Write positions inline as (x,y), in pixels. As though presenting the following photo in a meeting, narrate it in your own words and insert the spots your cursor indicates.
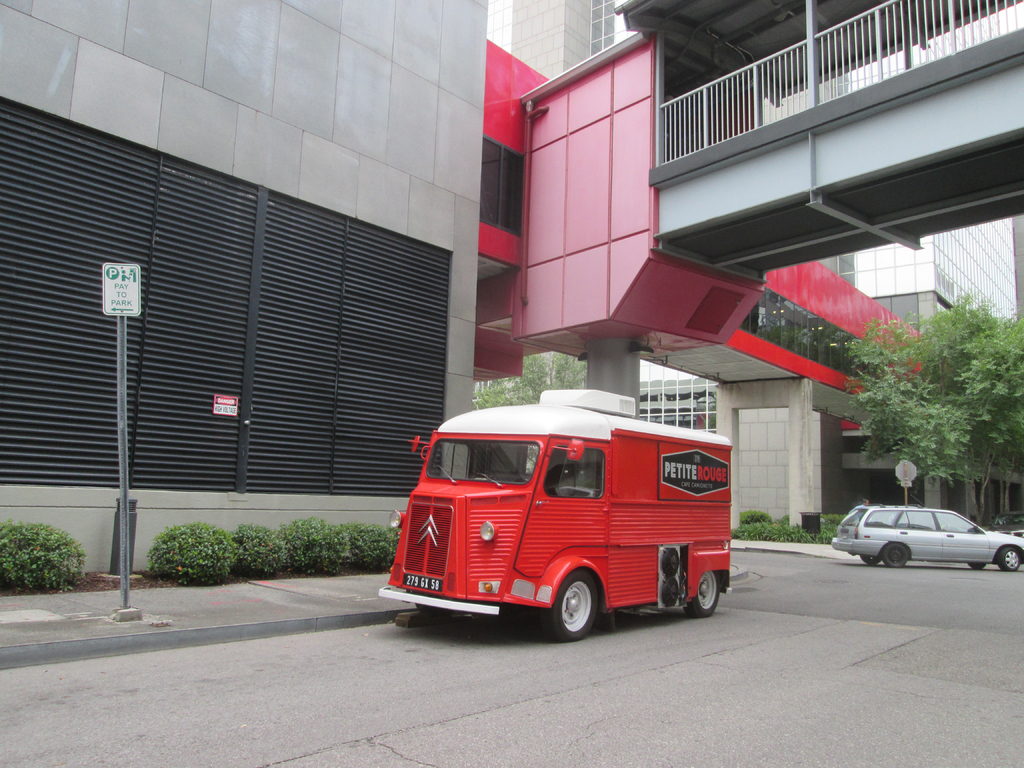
In this picture there is a van (540,537) in the center of the image (512,410) and there is a car (920,521) on the right side of the image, there are buildings (628,335) in the center of the image (477,295).
